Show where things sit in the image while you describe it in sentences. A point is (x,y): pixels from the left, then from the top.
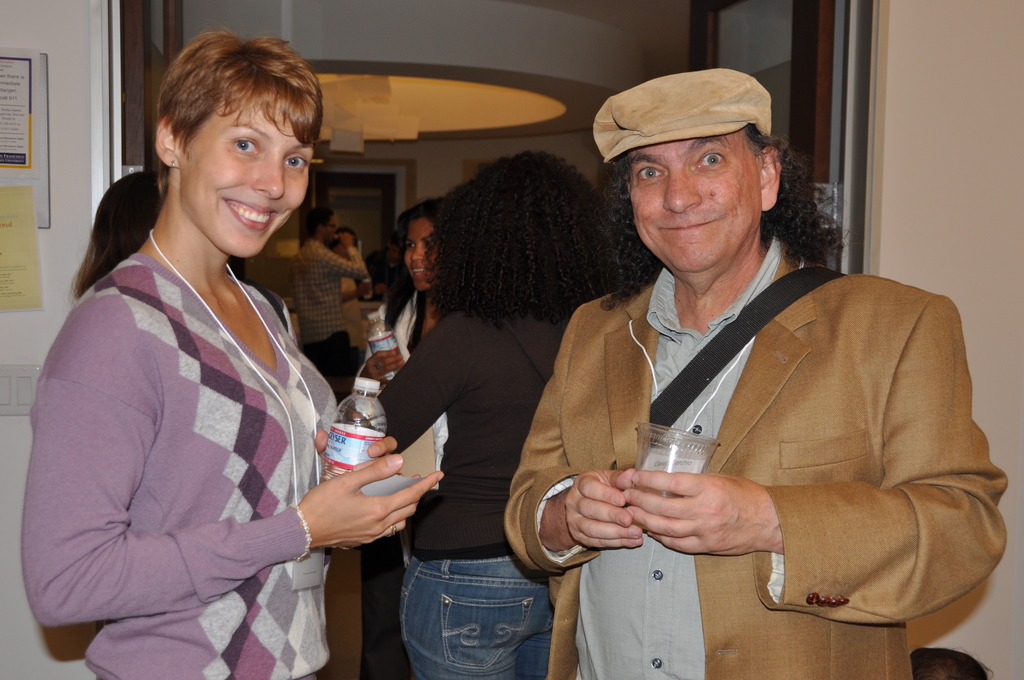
In this image I see a man (732,239) and 3 women (482,226) in which these 3 of them are smiling and I see that these 2 women (235,441) are holding bottles (350,408) in their hands (406,490) and this man (755,474) is holding a glass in his hand (701,508) and I see the wall (67,238) and I see papers (31,173) on which there is something written and I see the switches (22,392) over here. In the background (350,234) I see few more people (330,218).
